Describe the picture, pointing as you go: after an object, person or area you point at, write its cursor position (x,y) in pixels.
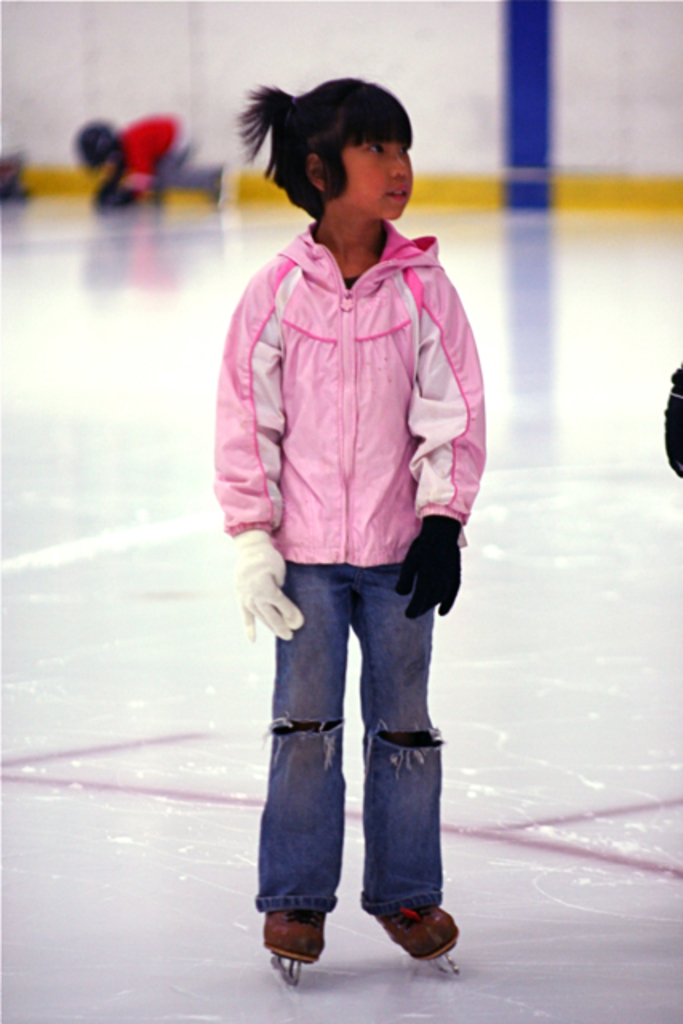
In this picture I can observe a girl (332,466) in the middle of the picture (312,590). She is wearing ice skating shoes (312,936). She is standing on the ice skating rink (197,817).
